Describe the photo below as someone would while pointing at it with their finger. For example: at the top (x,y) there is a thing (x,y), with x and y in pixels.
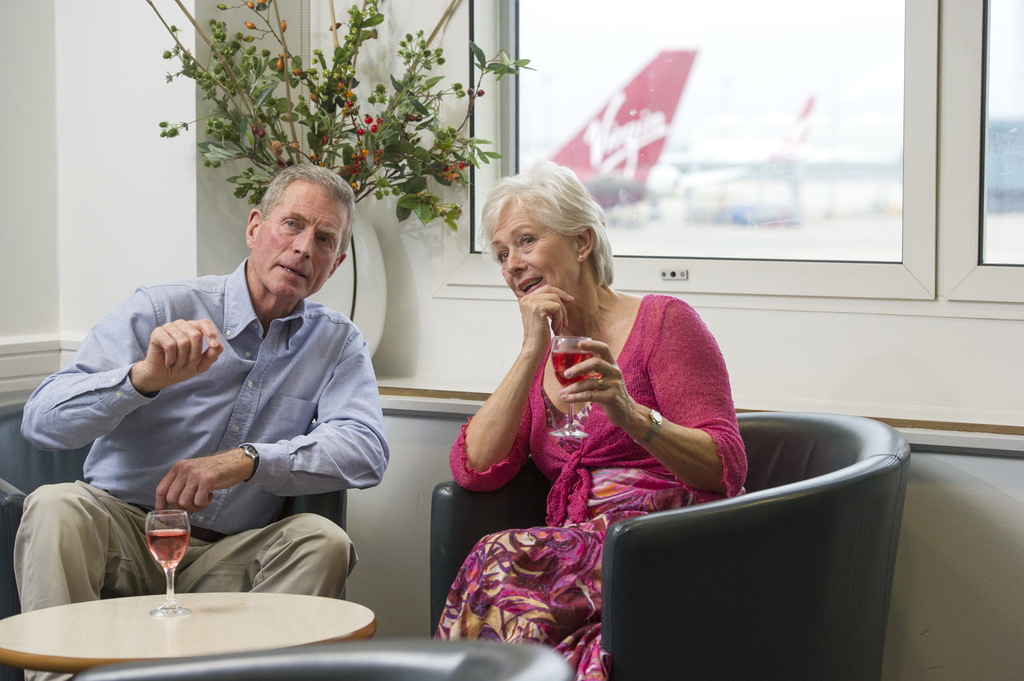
This image is clicked inside the room (267,337) In the middle (578,370) there are two people (296,440) sitting on the chairs (801,509). In the middle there is a table (143,630) on that there is a glass (168,558). In the background (274,176) there is a window (780,170), glass (694,104), house plant (368,121) and wall (112,116).
